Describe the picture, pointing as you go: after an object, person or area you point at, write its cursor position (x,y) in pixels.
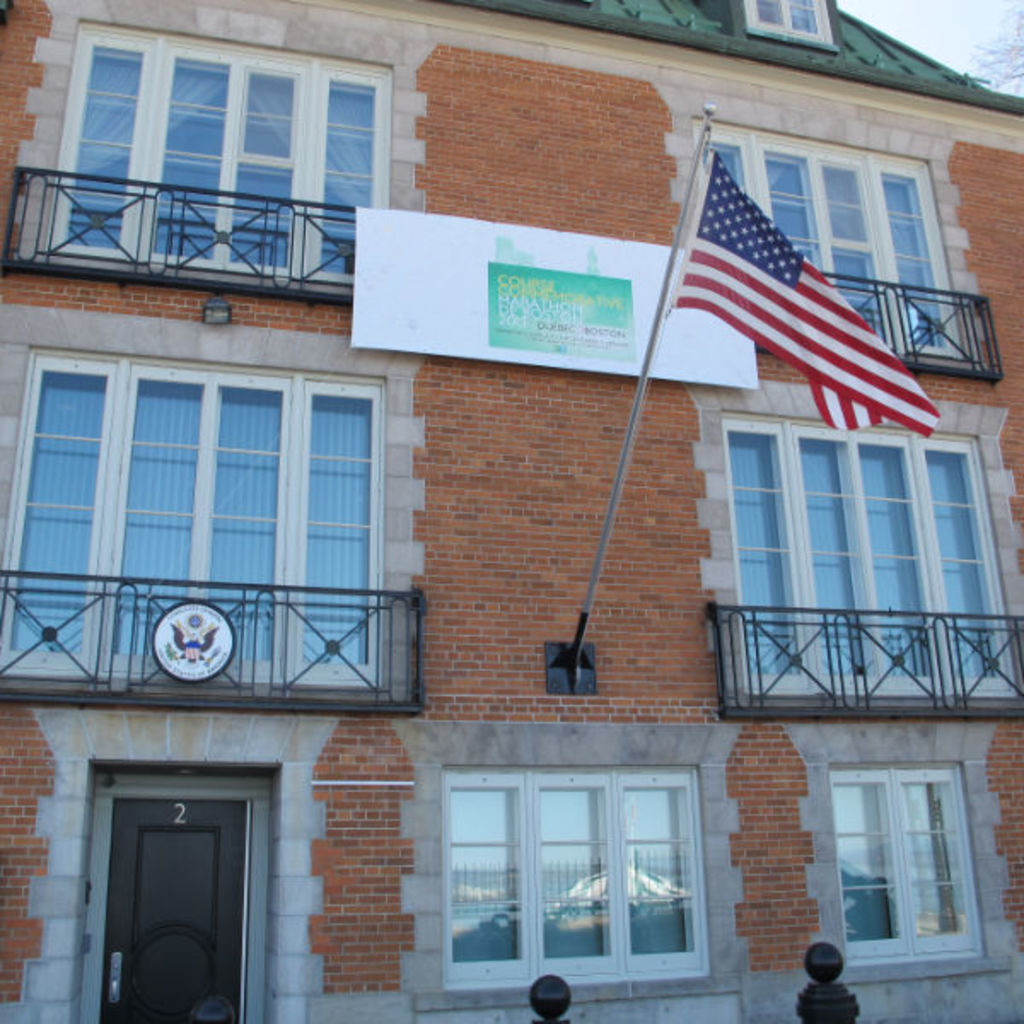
In this image I can see the building (185,386) with windows (173,514) and the railing (754,608). I can see the flag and the board (565,267) to the building (615,237). Through the glass (485,886) of window (467,917) I can see the vehicle (495,931) and the sky (575,799).
